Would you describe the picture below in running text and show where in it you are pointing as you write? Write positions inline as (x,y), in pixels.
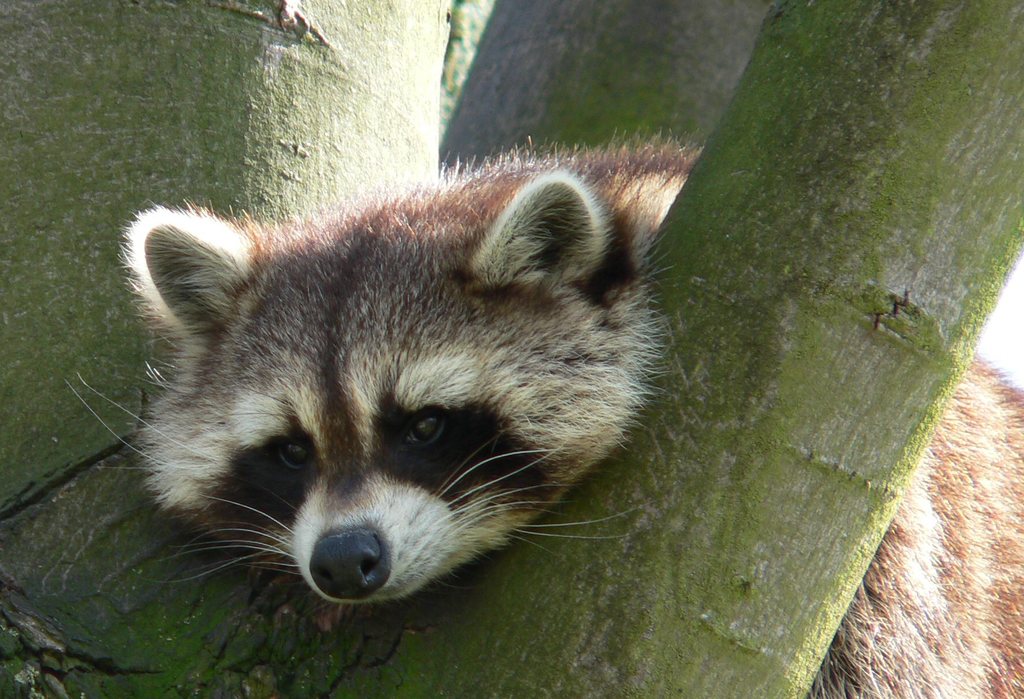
In this image we can see a raccoon (435,336) lying on the tree branch (139,614).
